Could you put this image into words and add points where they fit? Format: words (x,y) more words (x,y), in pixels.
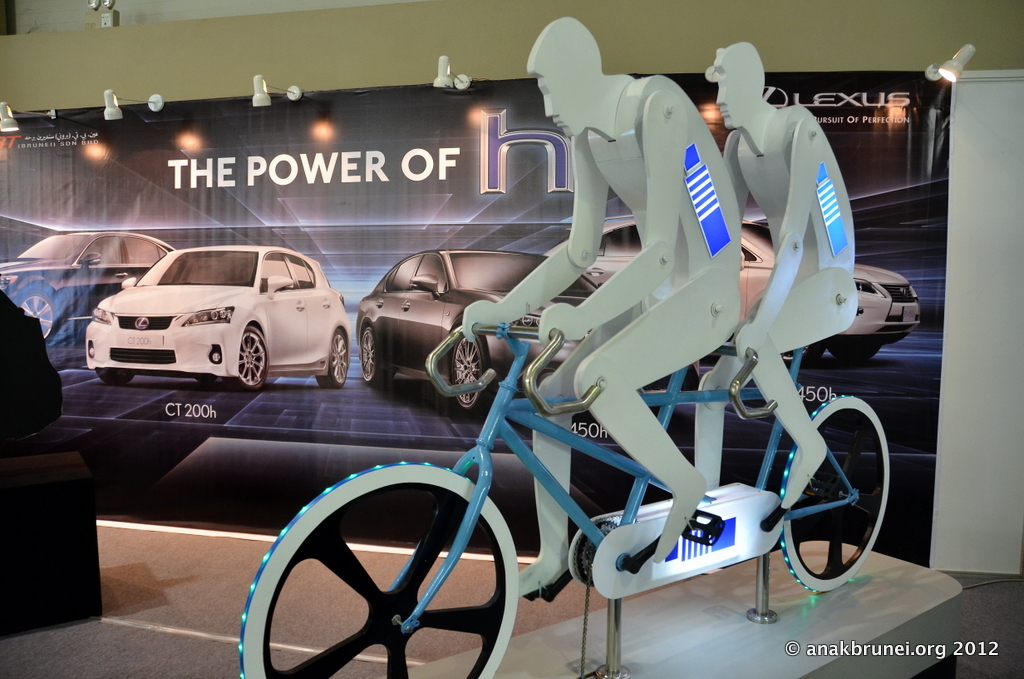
In the image we can see two statues (681,245) of persons (649,290) on the bicycle (477,492) and in the background (495,458), we can see the banner (208,343) and pictures (245,315) of the vehicle (256,307). Here we can see lights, floor (187,566), wall (355,52) and this is a watermark (885,651).
